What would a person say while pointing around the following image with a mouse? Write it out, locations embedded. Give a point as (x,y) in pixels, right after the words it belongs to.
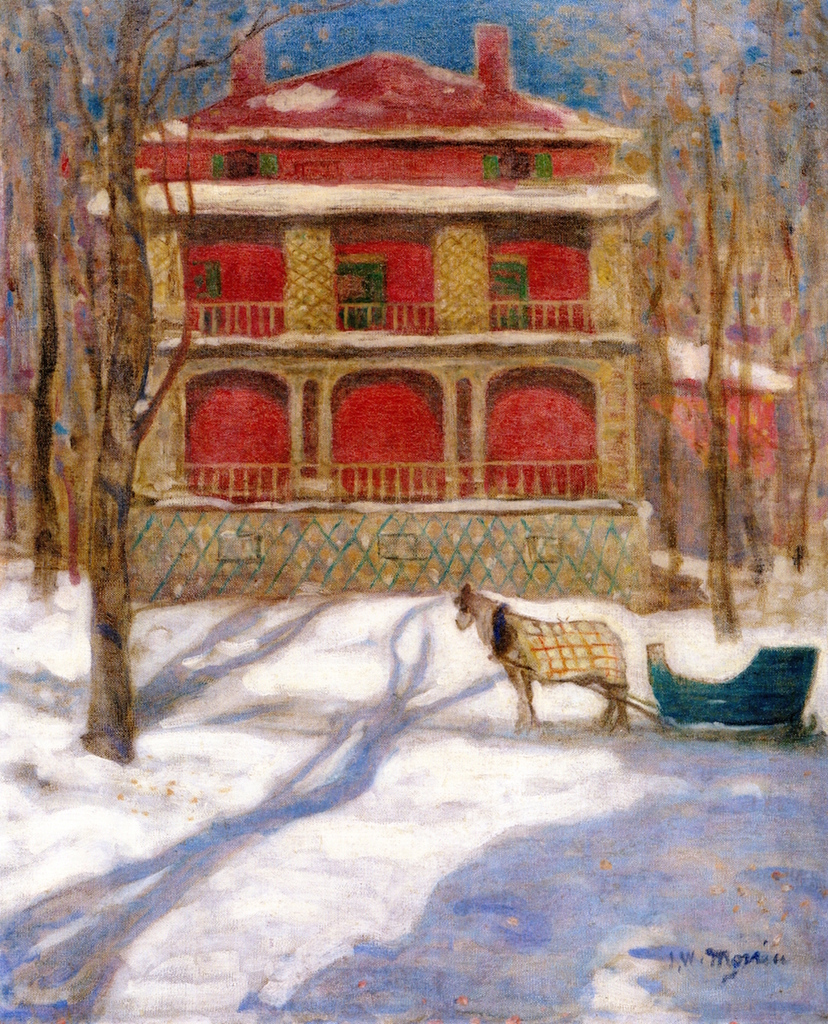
In this picture we can see a building (278,489) here, on the right side (599,671) there is an animal (526,670) standing, at the bottom (511,818) there is snow (522,801), we can see some trees (70,288) here.
